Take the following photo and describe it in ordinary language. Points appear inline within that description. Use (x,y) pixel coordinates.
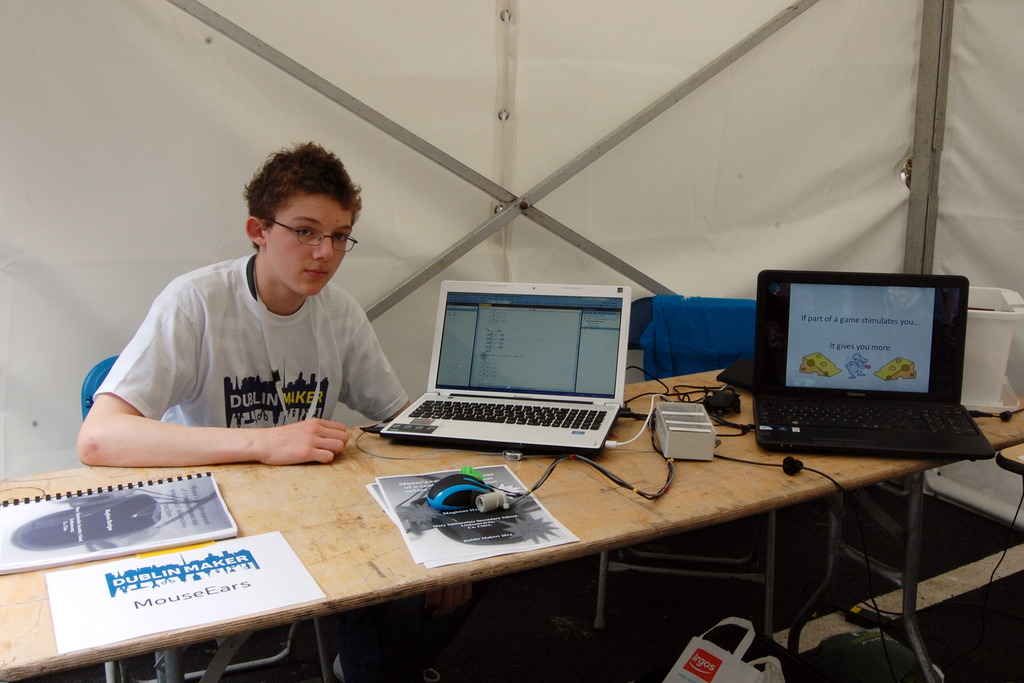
Bottom of the image (664,482) there is a table (8,578) on the table (289,615) there are some papers (165,591) and book (182,498) and laptops (904,414) and mouse (436,494) and there are some electronic devices (734,394). Top left side of the image (284,193) a man (321,348) is sitting on a chair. Top right side of the image (840,78) there is a tent (502,32).
